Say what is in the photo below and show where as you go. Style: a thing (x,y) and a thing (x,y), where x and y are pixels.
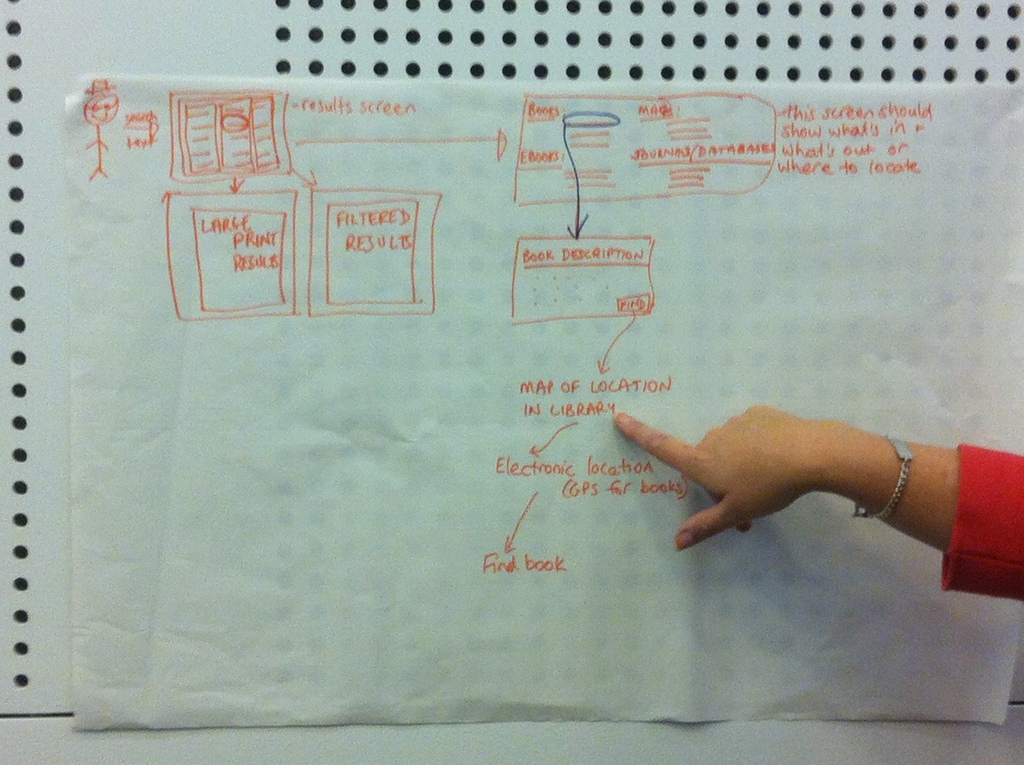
In this image on the right side (825,487), I can see a hand (762,476). I can see some text (279,264) written on the paper (313,494). In the background (364,52), I can see the wall (368,43).
